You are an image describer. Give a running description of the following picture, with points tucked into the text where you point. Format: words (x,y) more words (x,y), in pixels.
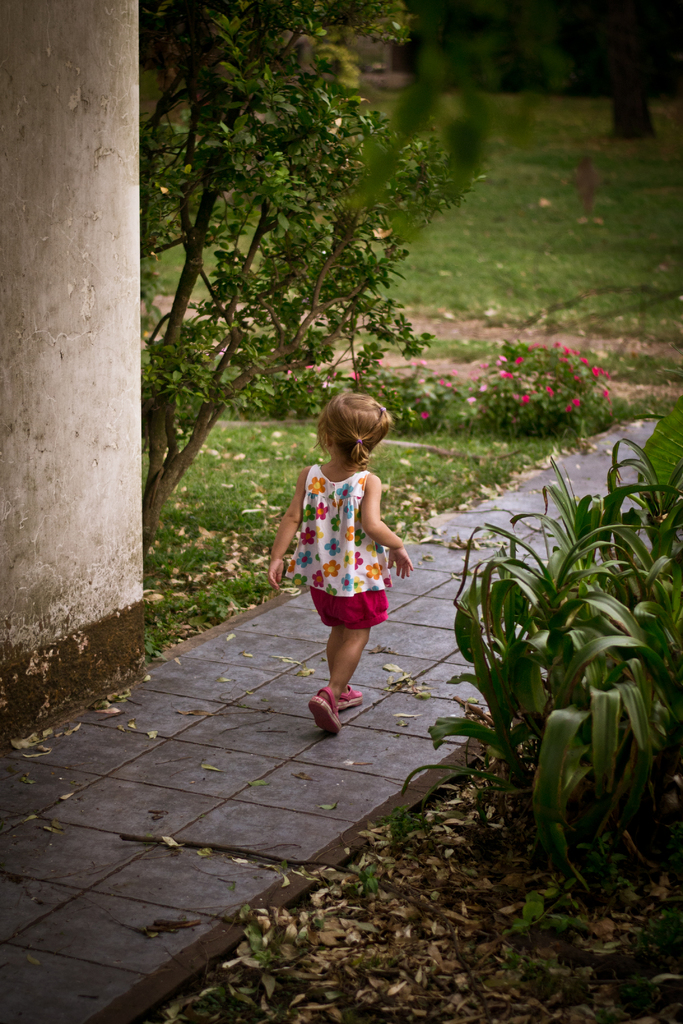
Here I can see a baby (340,635) is walking on the floor (254,728). On the both sides of this path (433,630) I can see the plants (579,596) and grass (229,496). On the left side (61,398) there is a pillar (76,394), beside that I can see a tree (205,231).
